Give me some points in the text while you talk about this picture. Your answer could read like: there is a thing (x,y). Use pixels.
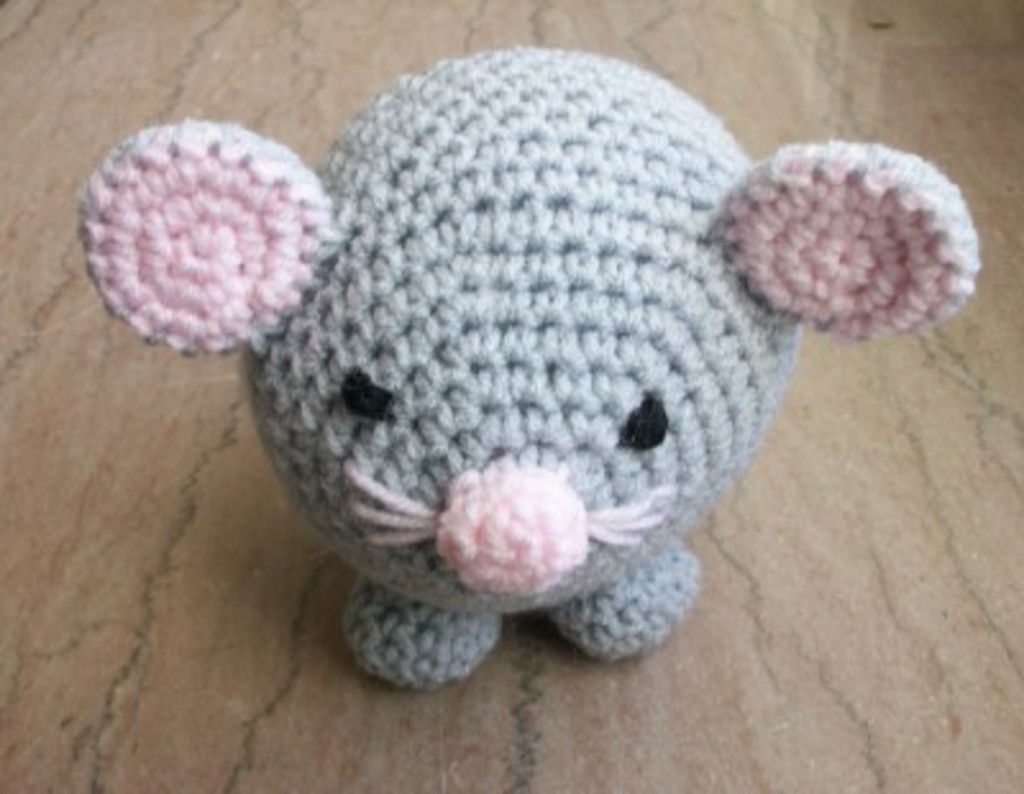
In this picture we can see a doll (921,265) placed on the marble platform (985,223).
